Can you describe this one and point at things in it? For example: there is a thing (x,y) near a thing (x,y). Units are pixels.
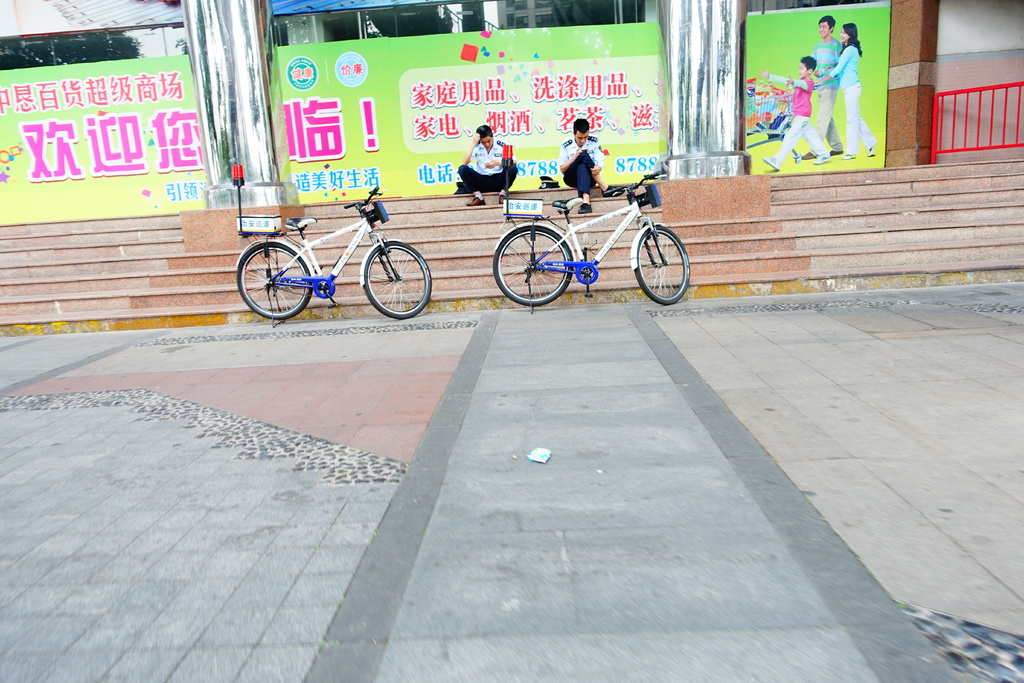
There is a road (471,500) at the bottom of this image (937,632), and there are two bicycles (377,248) and stairs (446,274) in the middle of this image (583,268), and there are two persons (500,169) sitting on to this stairs (440,201). We can see there is a wall poster (430,107) in the background (605,86).
